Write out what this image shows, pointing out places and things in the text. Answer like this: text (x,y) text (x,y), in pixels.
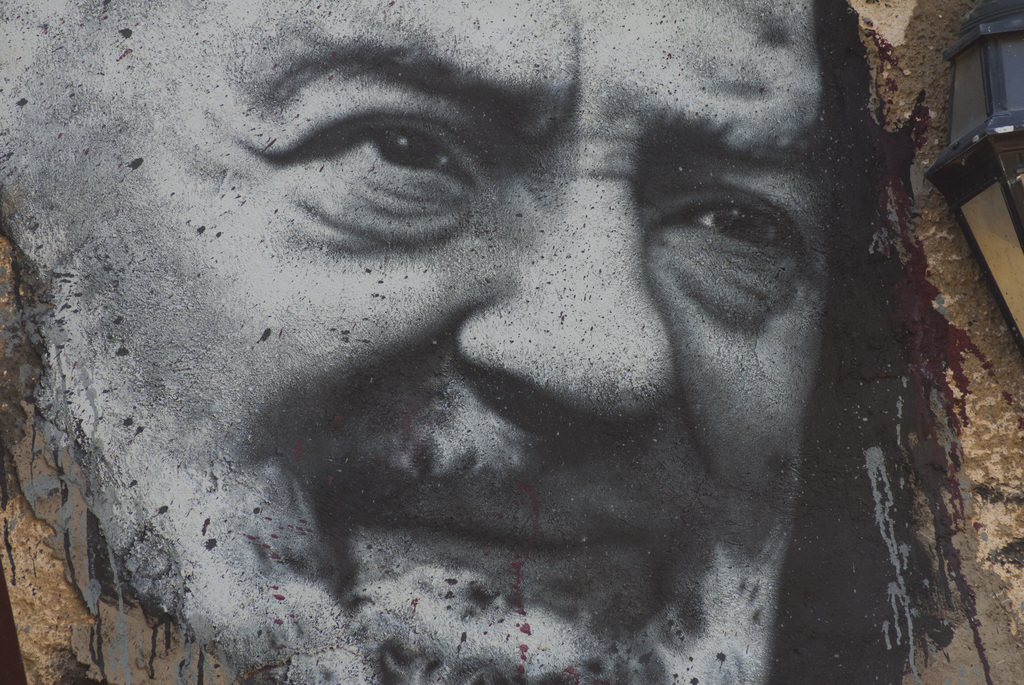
In this image there is a painting (623,352) of a person (429,310).
